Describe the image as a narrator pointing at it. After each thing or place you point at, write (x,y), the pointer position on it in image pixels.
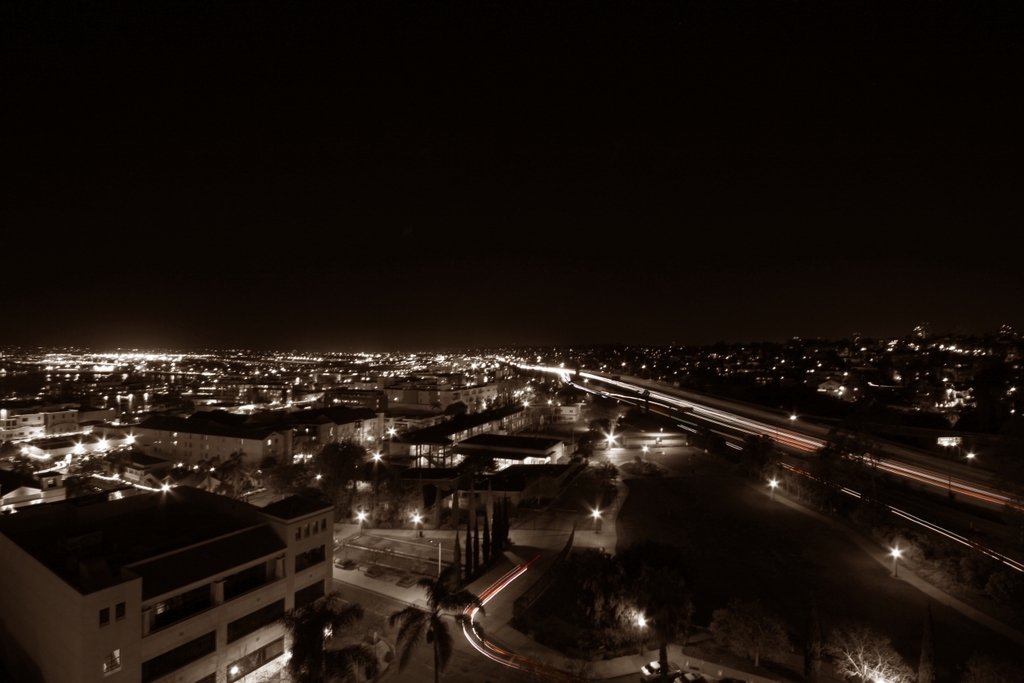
Here we can see buildings (104,659), trees (998,671), and lights (862,496). In the background (342,212) there is sky (705,170).
